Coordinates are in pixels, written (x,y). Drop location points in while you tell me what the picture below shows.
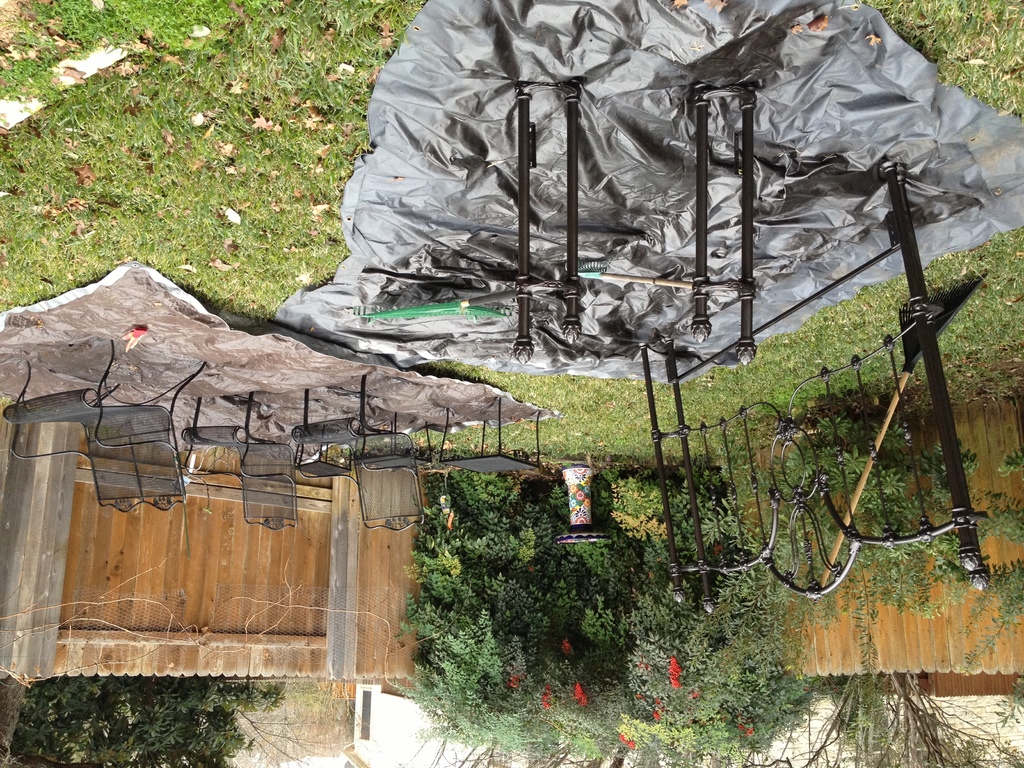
In this picture we can see the grey color plastic cover (686,30) in the grass lawn (531,451). On the top (560,227) we can see the design grill (698,522) and pipes (702,302). Behind there are some metal chairs (93,425). In the background (73,444) there is a wooden boundary wall (915,621) and some trees (671,697).
